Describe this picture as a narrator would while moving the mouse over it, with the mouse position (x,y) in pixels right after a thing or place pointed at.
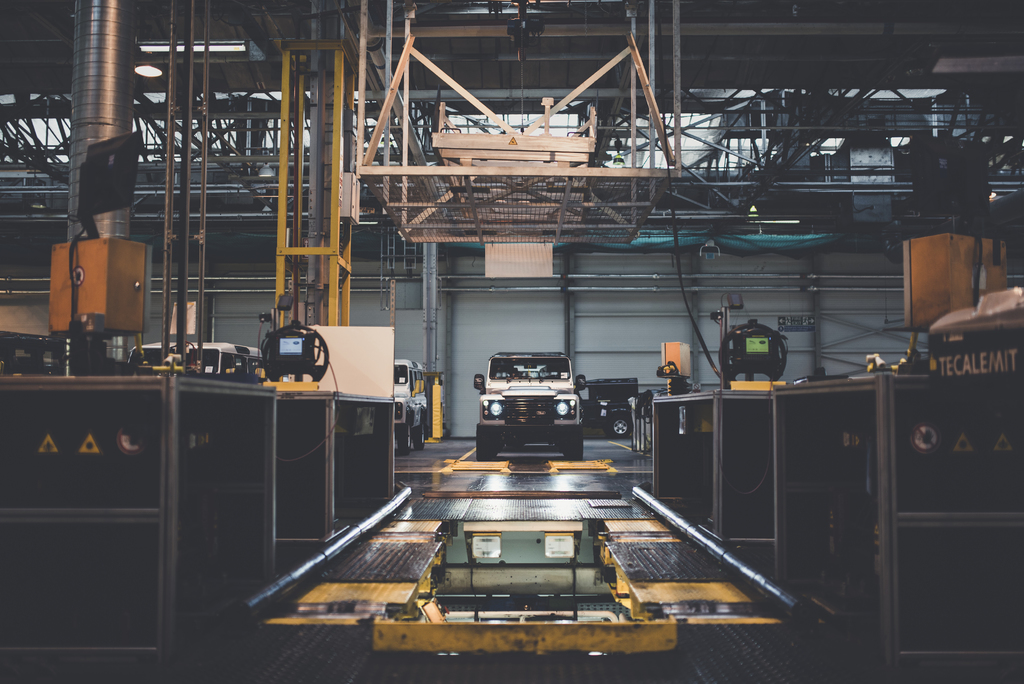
At the bottom (359,667) we can see a metal platform (403,631) and on the left (291,356) and right side (742,435) we can see electronic devices (289,340) on the platforms (7,420). In the background (294,296) there are vehicles (401,385), wall (25,254), pipes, lights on the poles (335,92) and other metal objects (318,134).
